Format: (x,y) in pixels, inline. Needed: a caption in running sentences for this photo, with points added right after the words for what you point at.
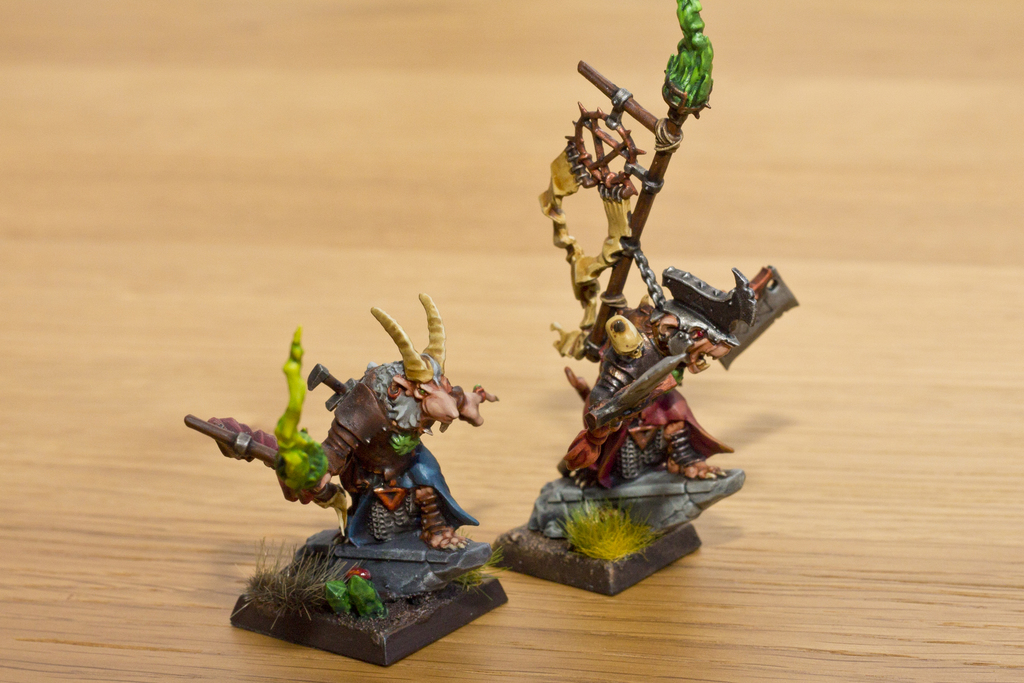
In this picture there are two toys (353,414) placed on a brown surface (489,466).
